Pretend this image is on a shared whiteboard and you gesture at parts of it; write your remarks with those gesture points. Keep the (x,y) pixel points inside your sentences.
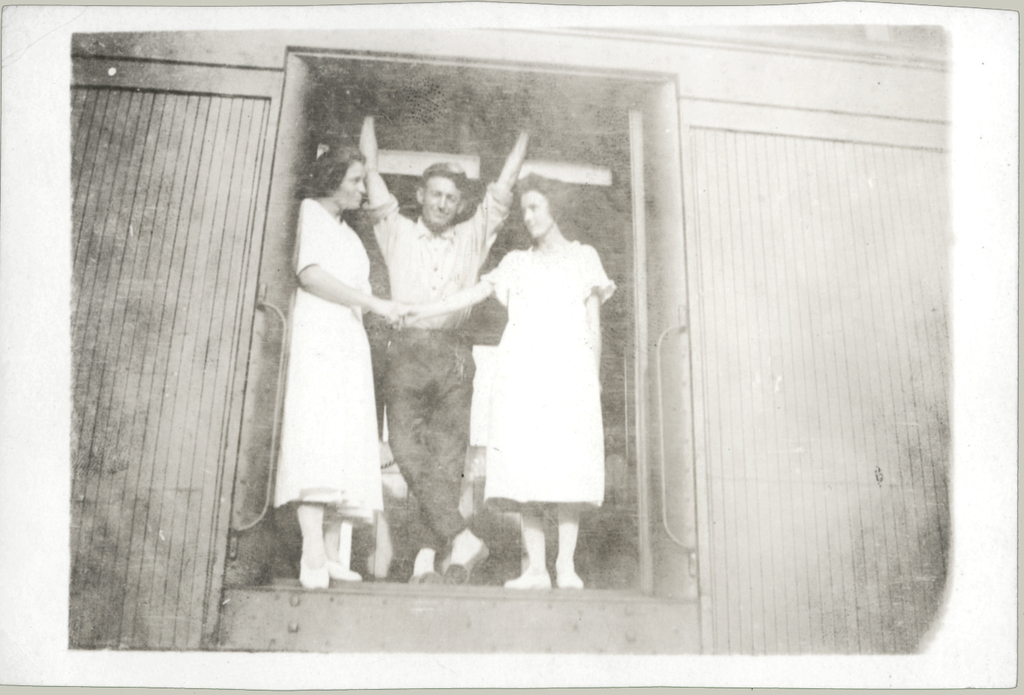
This is a black and white picture, there is a man (396,222) standing in the middle (450,262) with either side two women (567,351) beside him in a train wagon (242,196).
